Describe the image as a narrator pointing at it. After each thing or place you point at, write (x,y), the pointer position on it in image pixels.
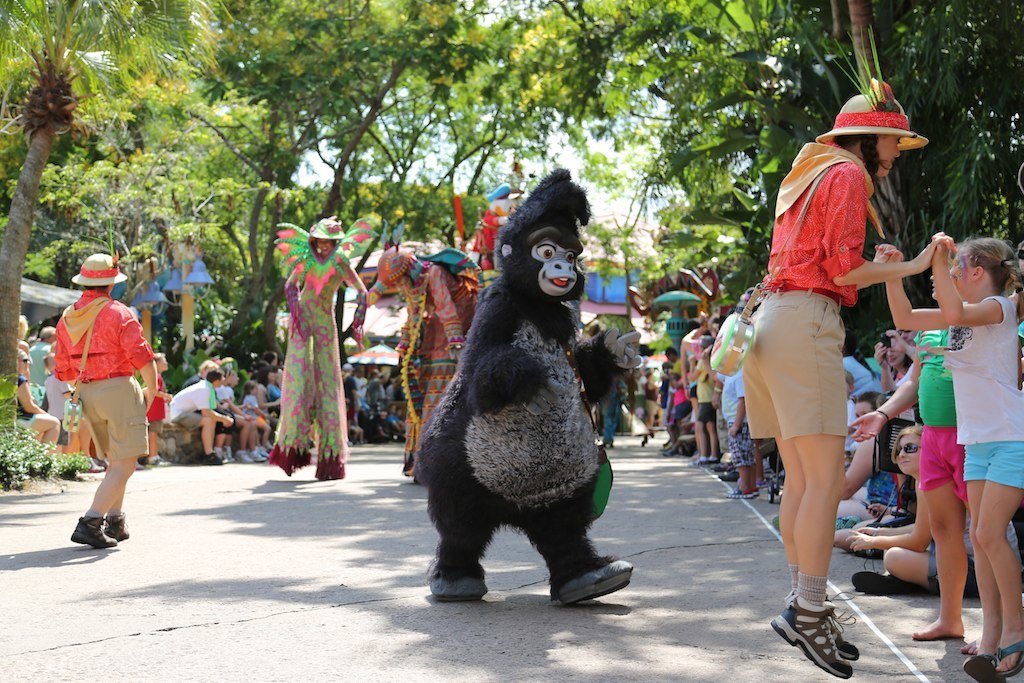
In the foreground of this image (859,248), there is a woman (833,355) wearing bag (745,359) and a girl (1010,436) are holding hands (933,249) and jumping together. In the background (516,404), there are persons (469,400) wearing cartoon costumes (515,455) and a man (122,469) walking on the road (176,554). There are also persons (706,398) sitting and standing beside the road (186,520) and on the top (795,21), there are trees (487,69) and the sky (572,159).
